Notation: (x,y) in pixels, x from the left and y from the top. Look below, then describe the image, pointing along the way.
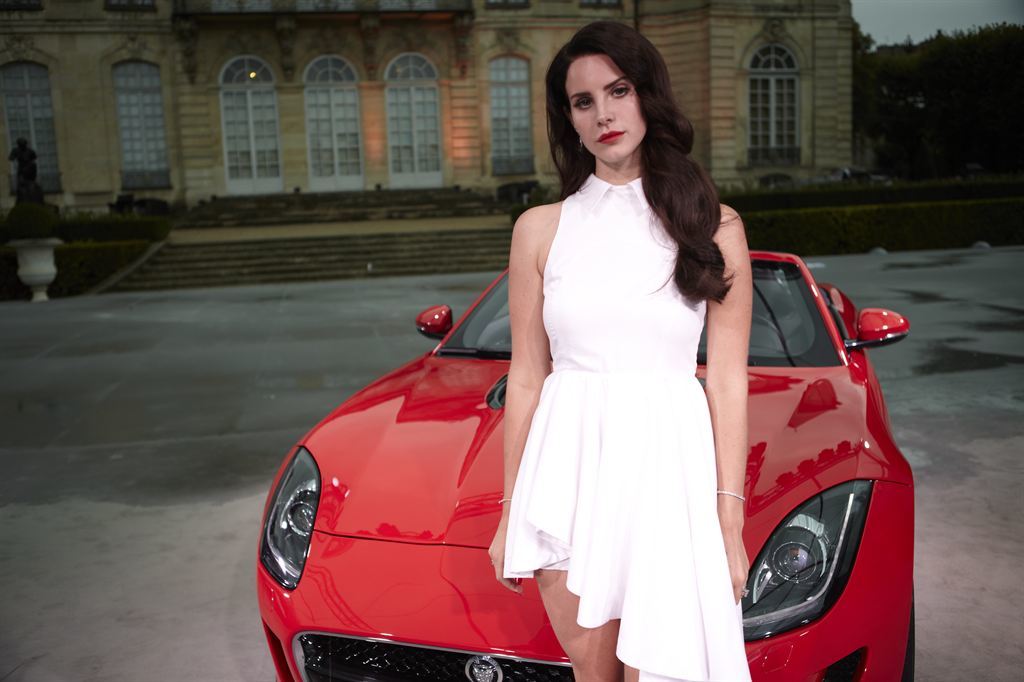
In this image I see a woman (582,314) who is standing and I see that she is wearing white color dress (634,379) and I see the red color over here and I see the path (285,344). In the background (67,23) I see the building (454,48) and I see the steps (272,267) over here and I see the bushes (40,233) and I see few trees (877,75) and the sky (892,28).
